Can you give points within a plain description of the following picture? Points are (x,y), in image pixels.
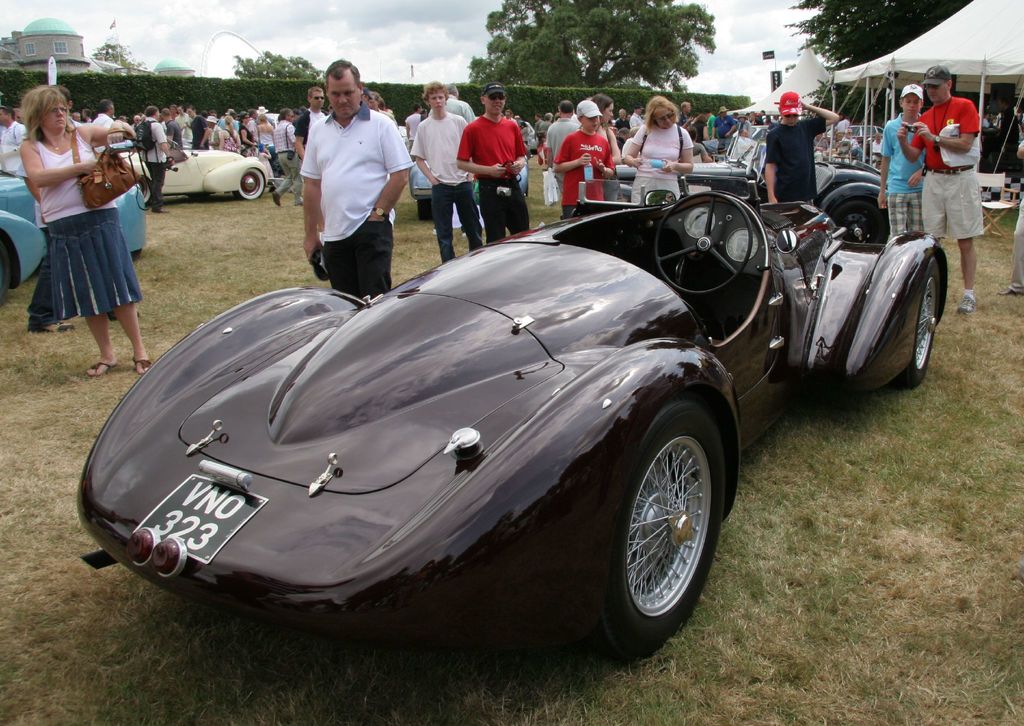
In this picture we can see some vehicles (315,370) are parked on the path (534,668) and a group of people (131,320) are standing on the path (232,213). Behind the people (479,241) there is a stall (891,90), trees (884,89), buildings (62,66) and a cloudy sky (408,46).
